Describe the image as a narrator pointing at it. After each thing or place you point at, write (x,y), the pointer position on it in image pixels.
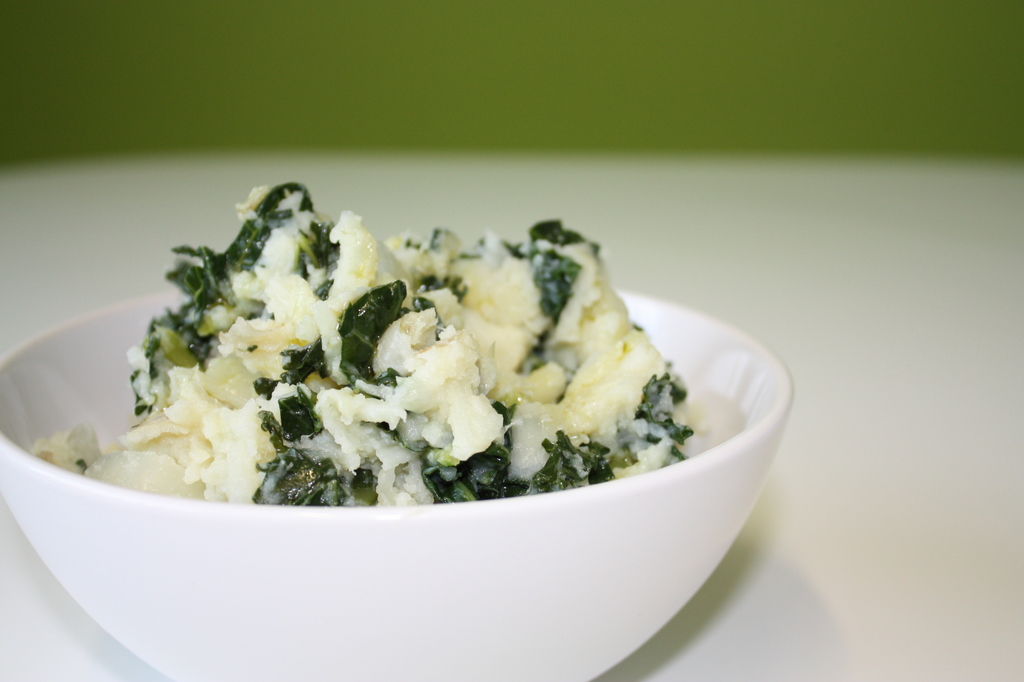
In this picture I can see food item (410,292) in the bowl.
